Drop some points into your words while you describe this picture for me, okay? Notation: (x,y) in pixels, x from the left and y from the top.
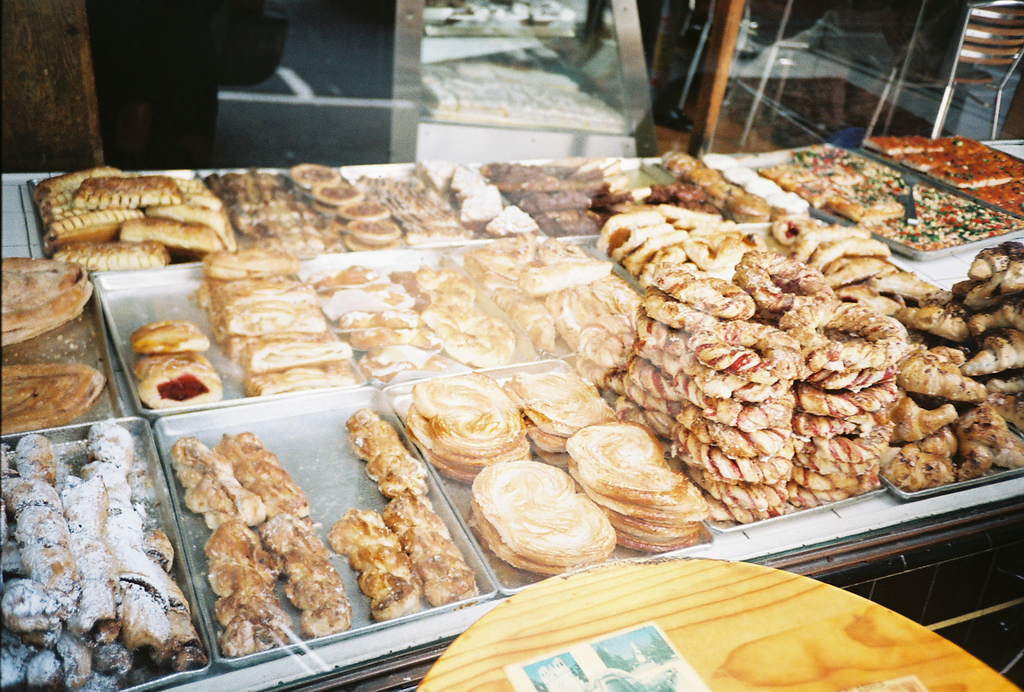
In this image we can see food items (637,317) in trays (332,636) on the table (14,242). At the bottom of the image (634,654) there is a table (763,617).
